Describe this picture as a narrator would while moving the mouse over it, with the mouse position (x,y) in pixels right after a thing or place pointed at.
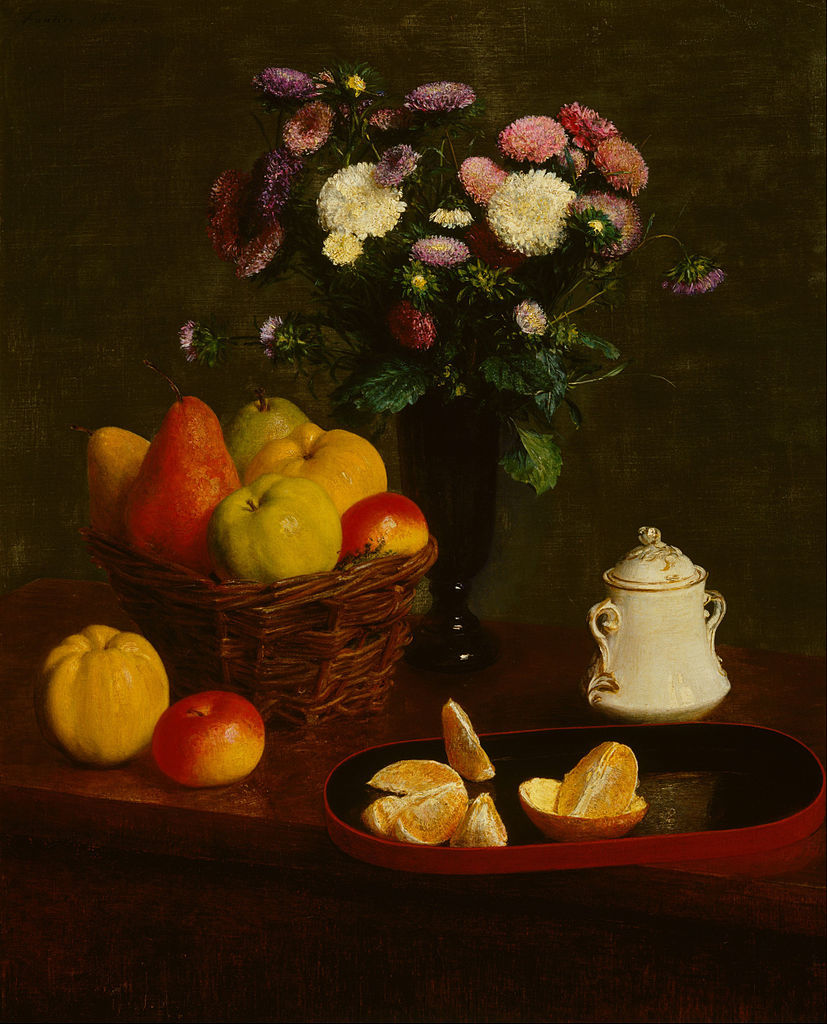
In this image we can see a painting (331,636). There are fruits (234,563) on a basket (357,664). Also there is a jug (667,638). There is a vase (466,534) with flower bouquet (409,255). Also there is a plate (783,831) with orange pieces (448,821).
